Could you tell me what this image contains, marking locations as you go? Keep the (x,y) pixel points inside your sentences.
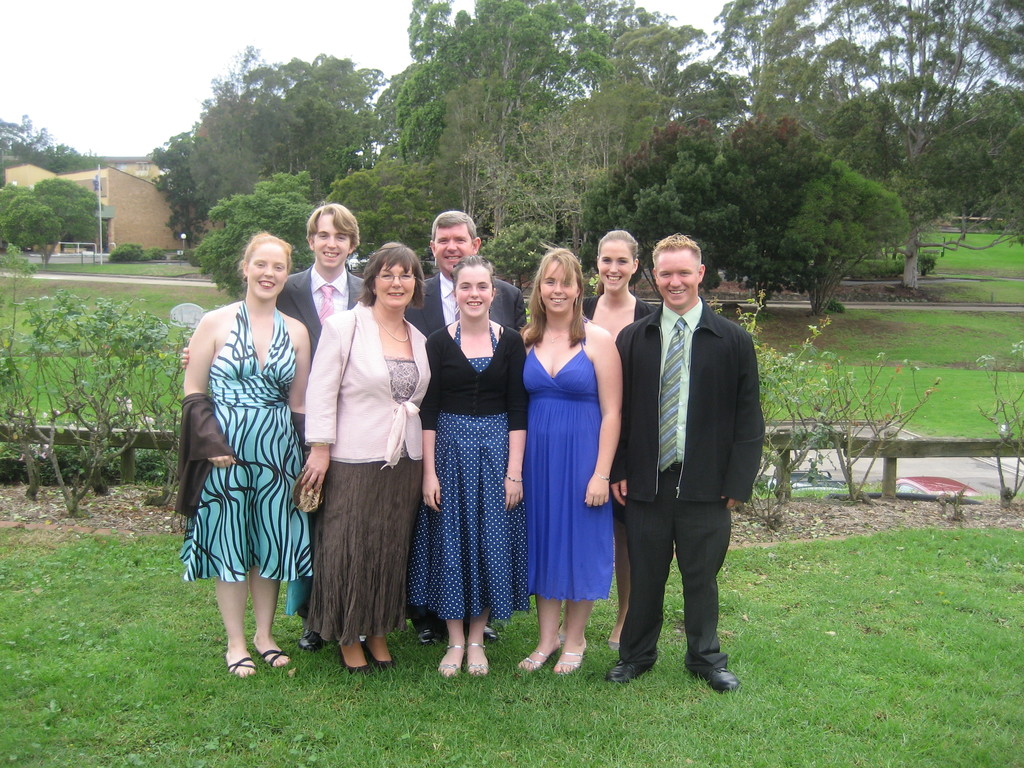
In this image, we can see a group of people (451,463) are standing. They are watching and smiling. At the bottom (926,746), we can see grass (881,756). Background (792,444) there are few plants (816,440), poles (122,446), trees (272,218), houses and sky (318,17).
